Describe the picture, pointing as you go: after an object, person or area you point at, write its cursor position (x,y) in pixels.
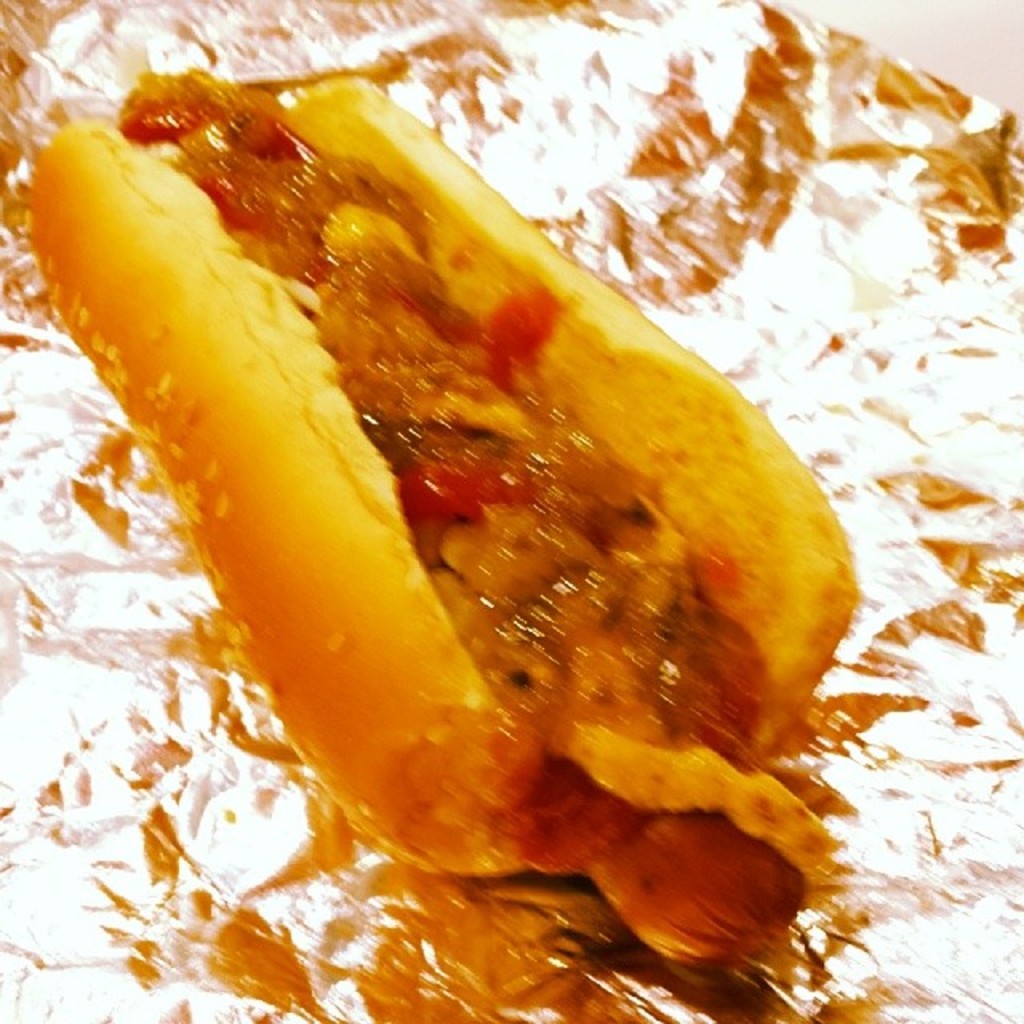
In this image, I can see a hot dog (585,465) on an aluminum foil (275,861).
